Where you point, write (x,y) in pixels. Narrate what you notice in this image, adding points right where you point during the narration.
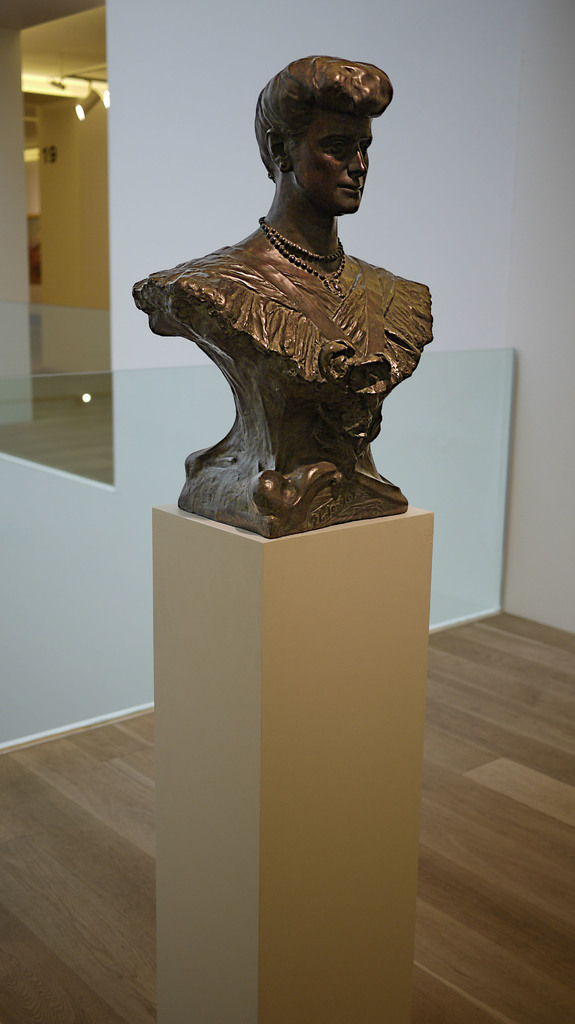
In this image in front (398,703) there is a statue (238,498) on the pillar (285,690). Behind the statue (181,319) there is a glass fence (73,529). In the background of the image (131,132) there is a wall (180,117). There are lights (72,83). At the bottom of the image (488,879) there is a wooden floor (491,829).
